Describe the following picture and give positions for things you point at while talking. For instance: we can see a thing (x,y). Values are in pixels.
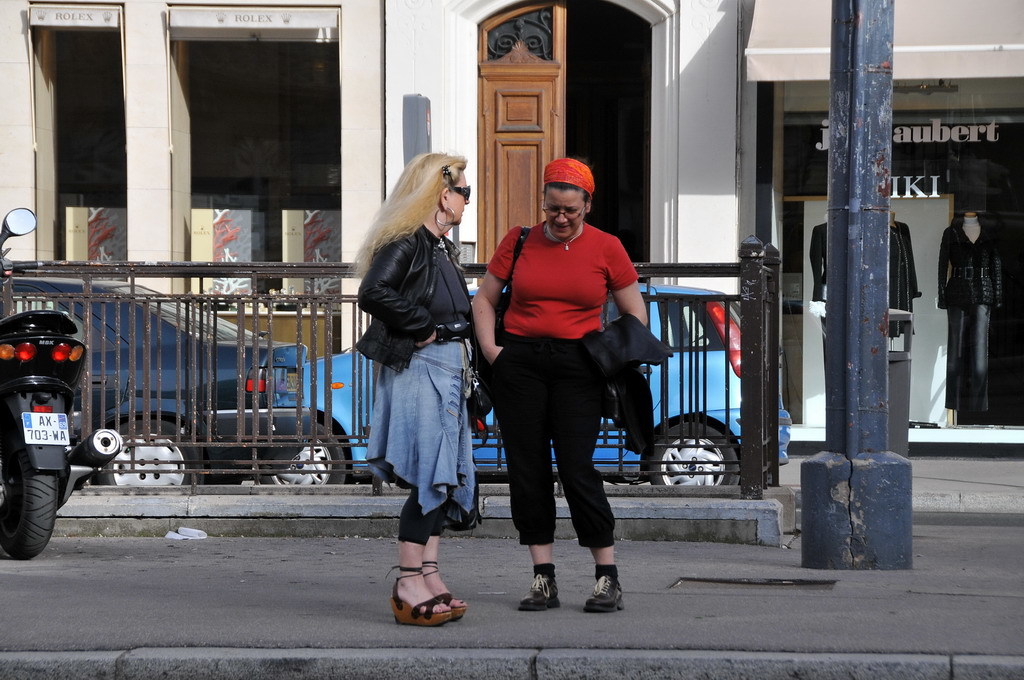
In this image there are few people (506,270) standing on the road (573,657), behind them there is a fence (726,398), cars (674,389) and buildings (364,35).
